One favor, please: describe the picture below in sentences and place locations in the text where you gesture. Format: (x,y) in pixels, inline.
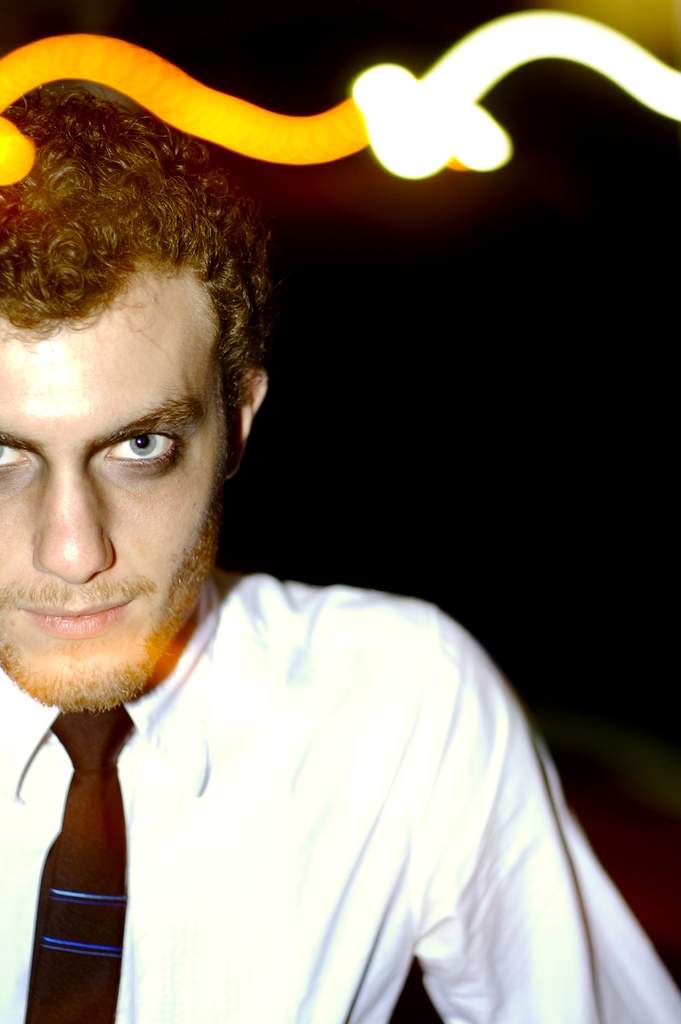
In this picture there is a man (199,588) wearing white shirt (158,817) and black tie (85,801) is looking into the camera. Behind there is a dark background (568,488).
